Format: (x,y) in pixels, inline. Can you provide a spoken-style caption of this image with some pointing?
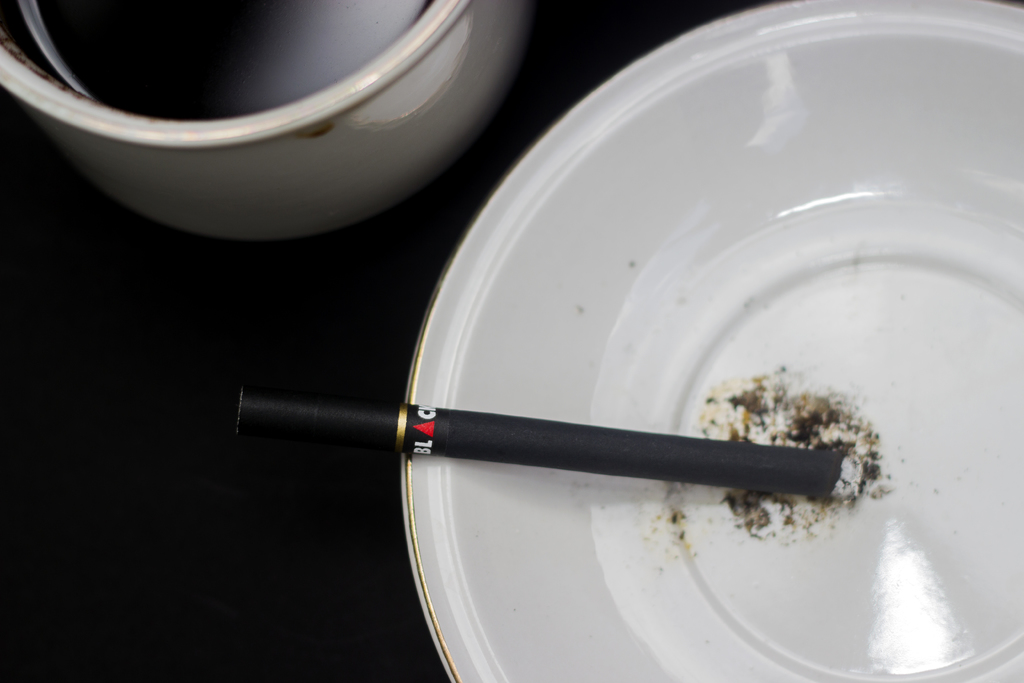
In this image we can see black color cigarette (677,454) in a white color bowl (821,185). Left top of the image (248,144) one container (147,128) is there on the black surface (142,417).
